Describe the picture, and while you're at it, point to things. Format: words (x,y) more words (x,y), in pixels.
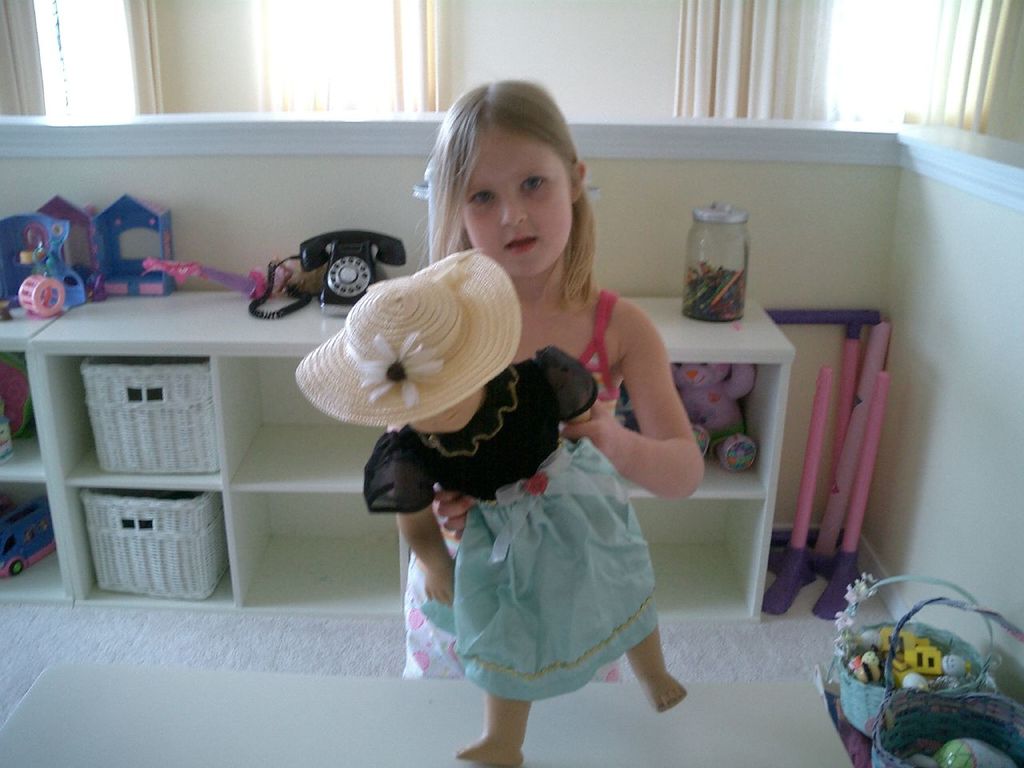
In this image there is a girl (635,472) holding the toy (562,625). In front of her there is a table (800,687). Beside it there are two baskets (955,703). Inside the baskets (942,700) there are a few objects (953,754). At the bottom of the image (325,638) there is a mat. There is a landline phone (398,251), there are teddy bears (697,382), there are toys (24,235), baskets (121,412) and a few other objects (715,276) on the rack (249,506). On the right side of the image (858,432) there are some objects (838,436). In the background (643,35) of the image there is a wall (656,33). There are windows (887,48). There are curtains (797,48).
